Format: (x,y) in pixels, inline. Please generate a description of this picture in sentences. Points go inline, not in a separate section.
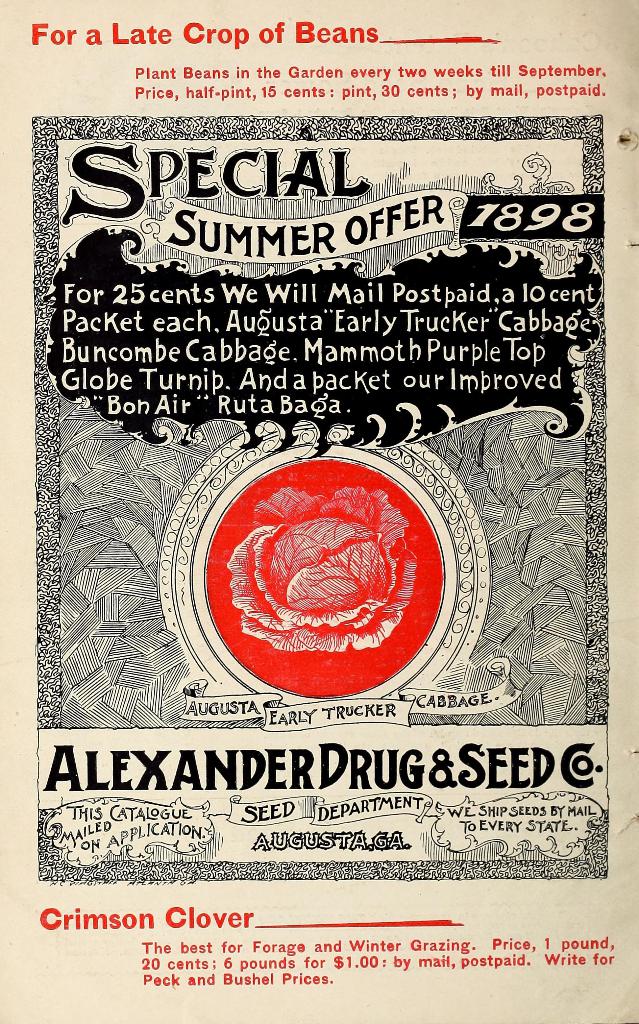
In this image I can see a poster (411,402) which is cream, black and red in color. I can see few words (310,81) written with red, white and black color on the poster (290,799). I can see a cabbage shape (335,499) is printed to the center of the poster (296,456).
